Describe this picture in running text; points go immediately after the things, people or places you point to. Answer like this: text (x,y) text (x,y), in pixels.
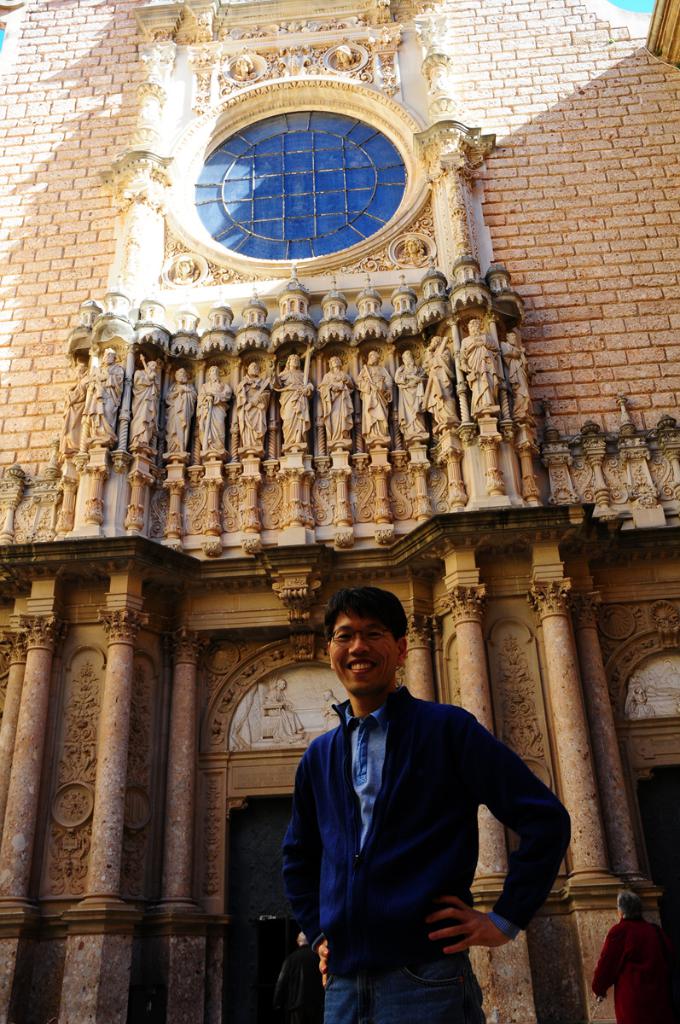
A man (391,806) is standing wearing a blue shirt (317,796). There is a building (533,455) behind him.
